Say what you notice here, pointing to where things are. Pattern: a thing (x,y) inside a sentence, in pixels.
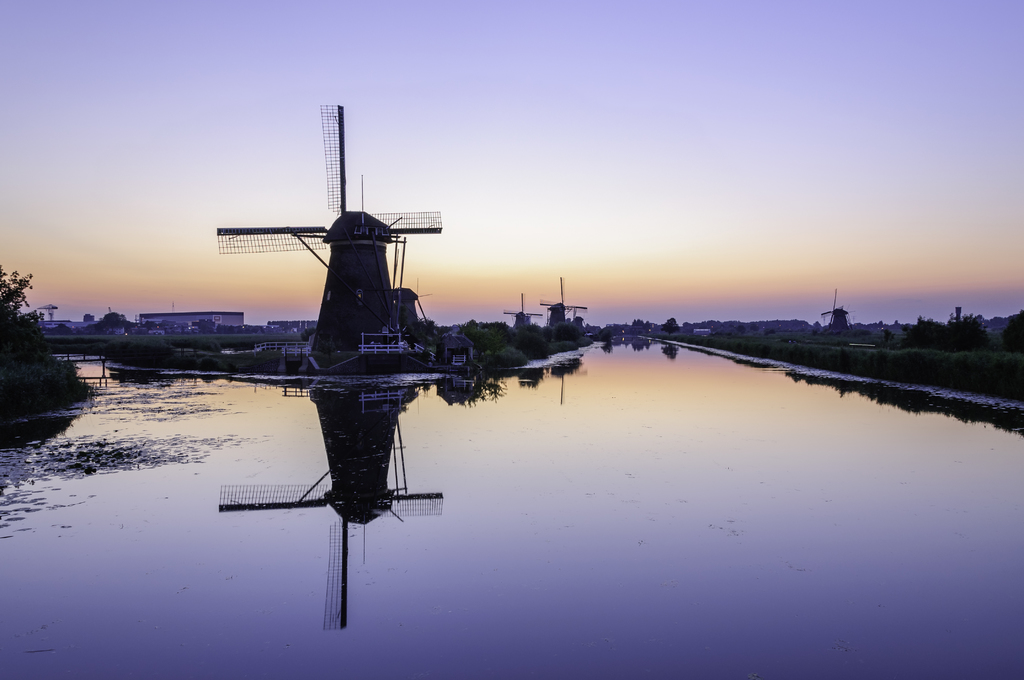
In this image we can see the canal (691,500) and to the side we can see some windmills (261,248). There are some plants (778,331) and trees (738,326) and we can also see some building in the background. We can also see the sky (249,68).
